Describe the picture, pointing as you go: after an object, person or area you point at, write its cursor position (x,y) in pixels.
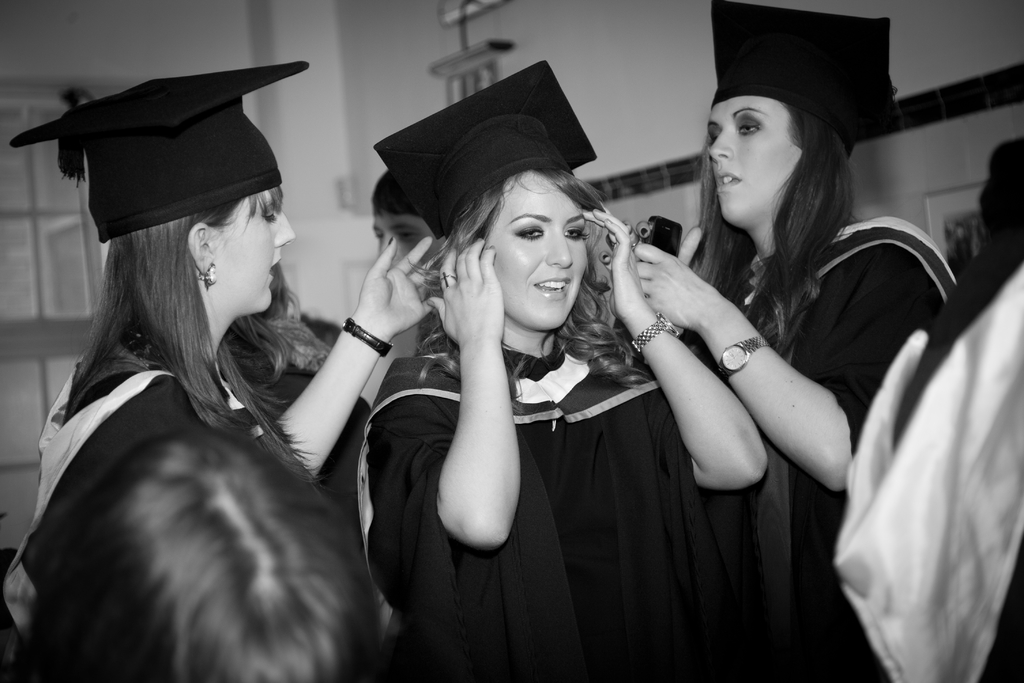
It is a black and white image. In this image, we can see a group of people (511,418). Here we can see three women (443,321) are wearing hats (582,145). On the right side (792,279), a woman (792,279) is holding a mobile (653,222). In the middle of the image (558,437), a woman (556,457) is holding her hair (444,259). Background (672,69) we can see wall (664,155), window (72,240), photo frame (938,198) and few objects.
